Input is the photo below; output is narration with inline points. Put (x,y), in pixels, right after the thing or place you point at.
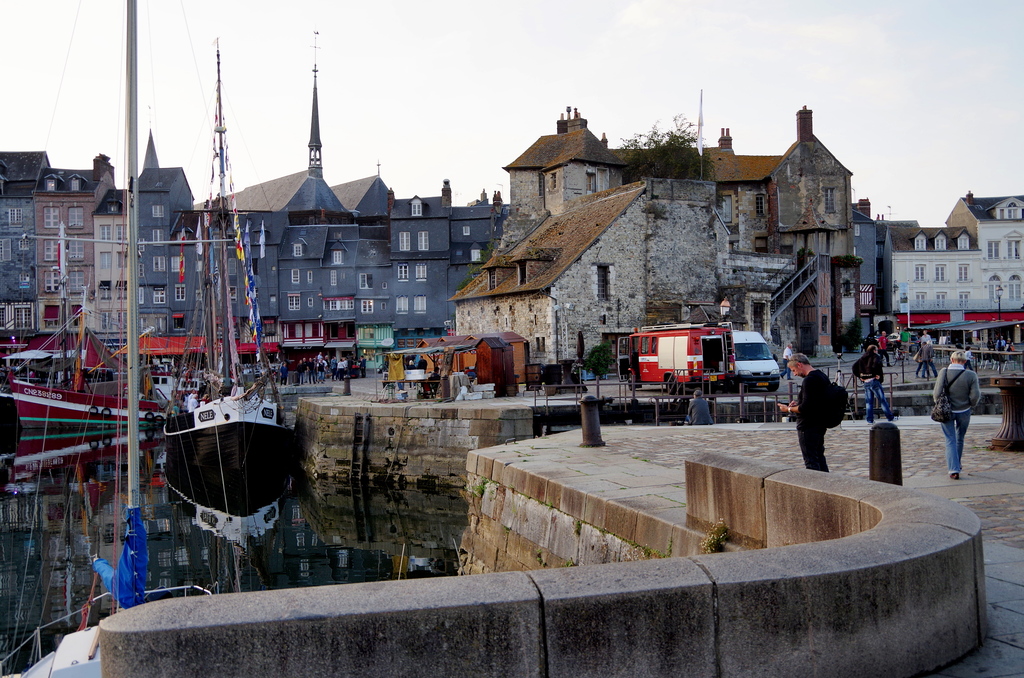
In this image, on the left side (166,578), we can see water (159,568), there are some boats (59,421) on the water (159,474), on the right side (990,549) there is a floor (675,447) and we can see some people (868,375) walking, we can see two vans (707,356), there are some buildings (560,221), at the top (572,64) we can see the sky (731,62).
